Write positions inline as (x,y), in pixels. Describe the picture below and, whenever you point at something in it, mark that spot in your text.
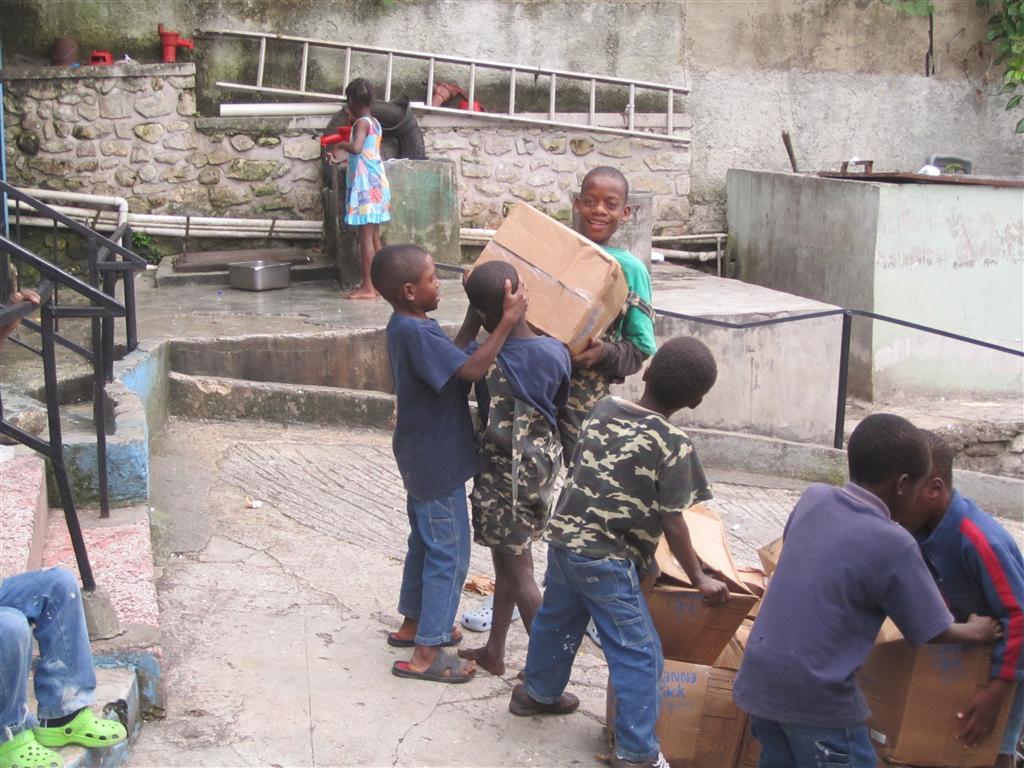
In the image in the center (656,419), we can see little kids (804,520) are standing and holding some objects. In the background (546,110) there is a wall (680,29), tire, staircase (123,498), fence (56,317), one person (351,215) standing and a few other objects (406,198).
